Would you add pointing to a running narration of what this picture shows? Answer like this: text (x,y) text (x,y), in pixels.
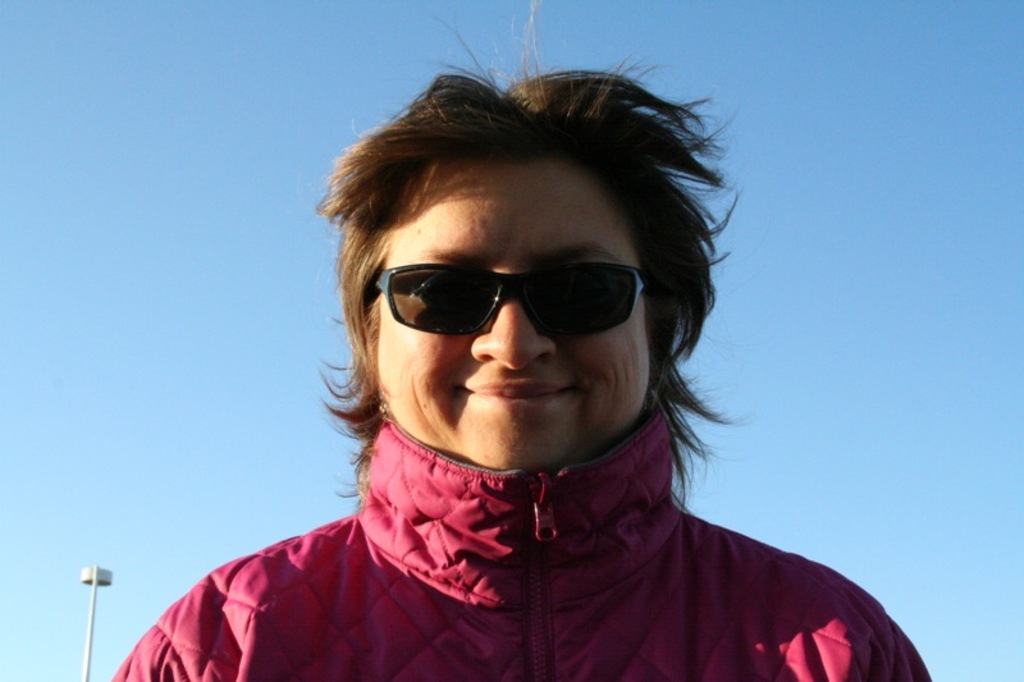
In this picture in the front (516,492) there is a person (493,506) smiling, wearing a black colour goggles (478,317). In the background (93,584) there is a pole (92,620) which is white in colour.
